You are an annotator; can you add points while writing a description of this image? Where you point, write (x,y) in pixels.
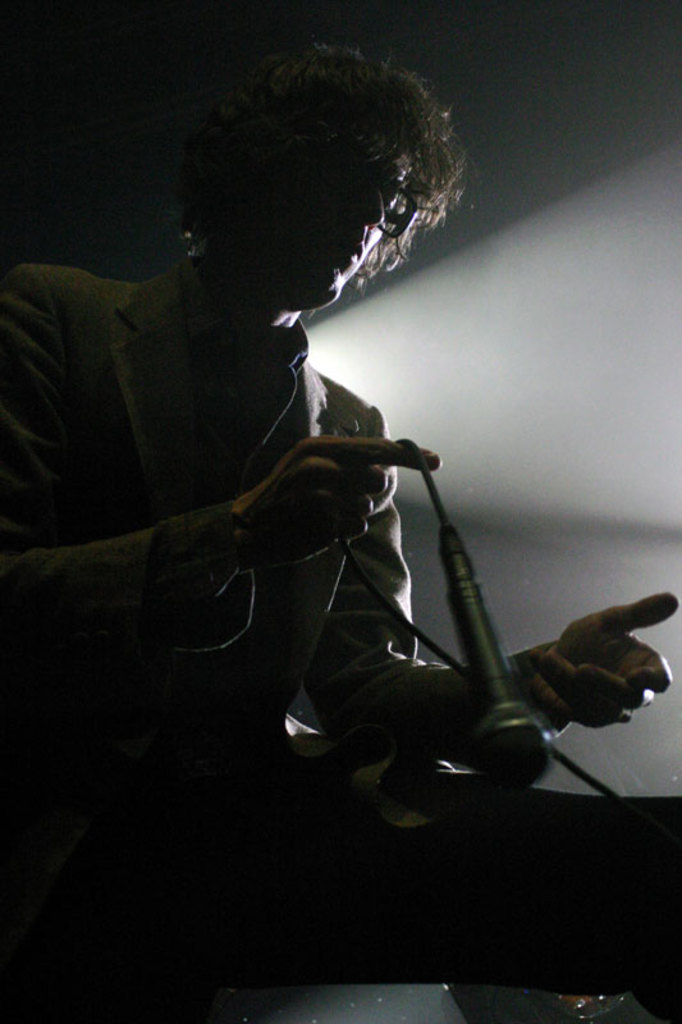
In this image there is a man (412,681) holding a mike (521,738). There is a dark background (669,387).
